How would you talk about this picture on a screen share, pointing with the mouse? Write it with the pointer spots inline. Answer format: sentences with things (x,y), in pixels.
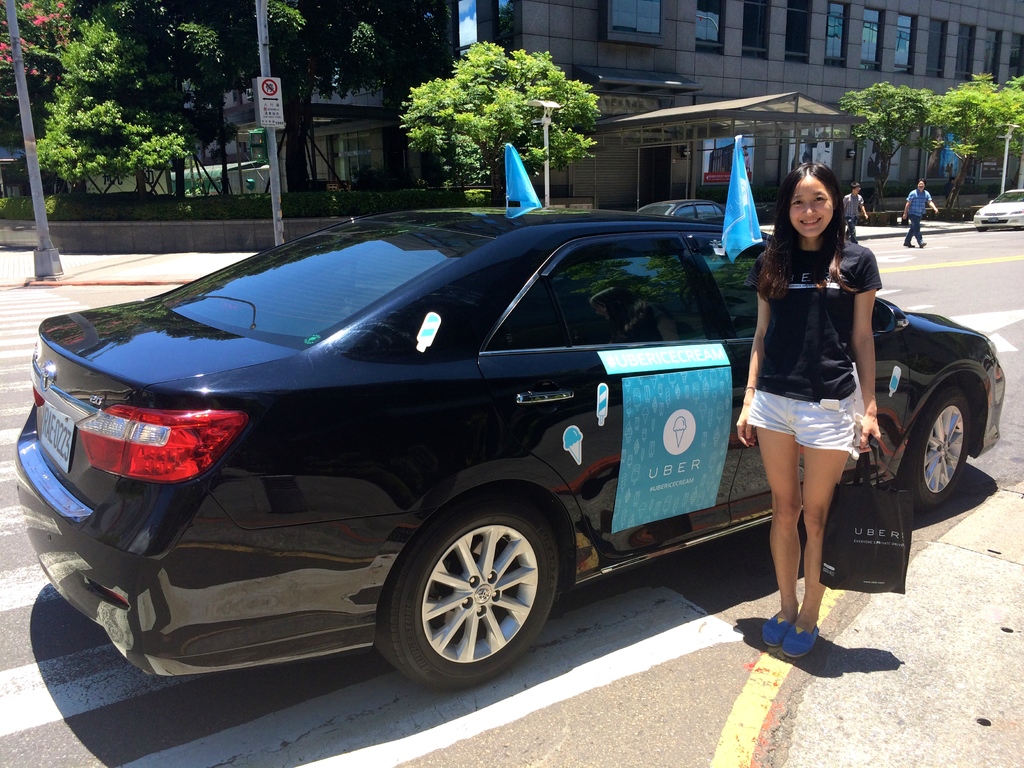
In this image there are cars (728,284) on the road (714,618). At front of the image there is a woman (774,266) standing by holding the cover (842,493). At the background (567,137) there are trees (296,84), buildings (646,68) and current poles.
